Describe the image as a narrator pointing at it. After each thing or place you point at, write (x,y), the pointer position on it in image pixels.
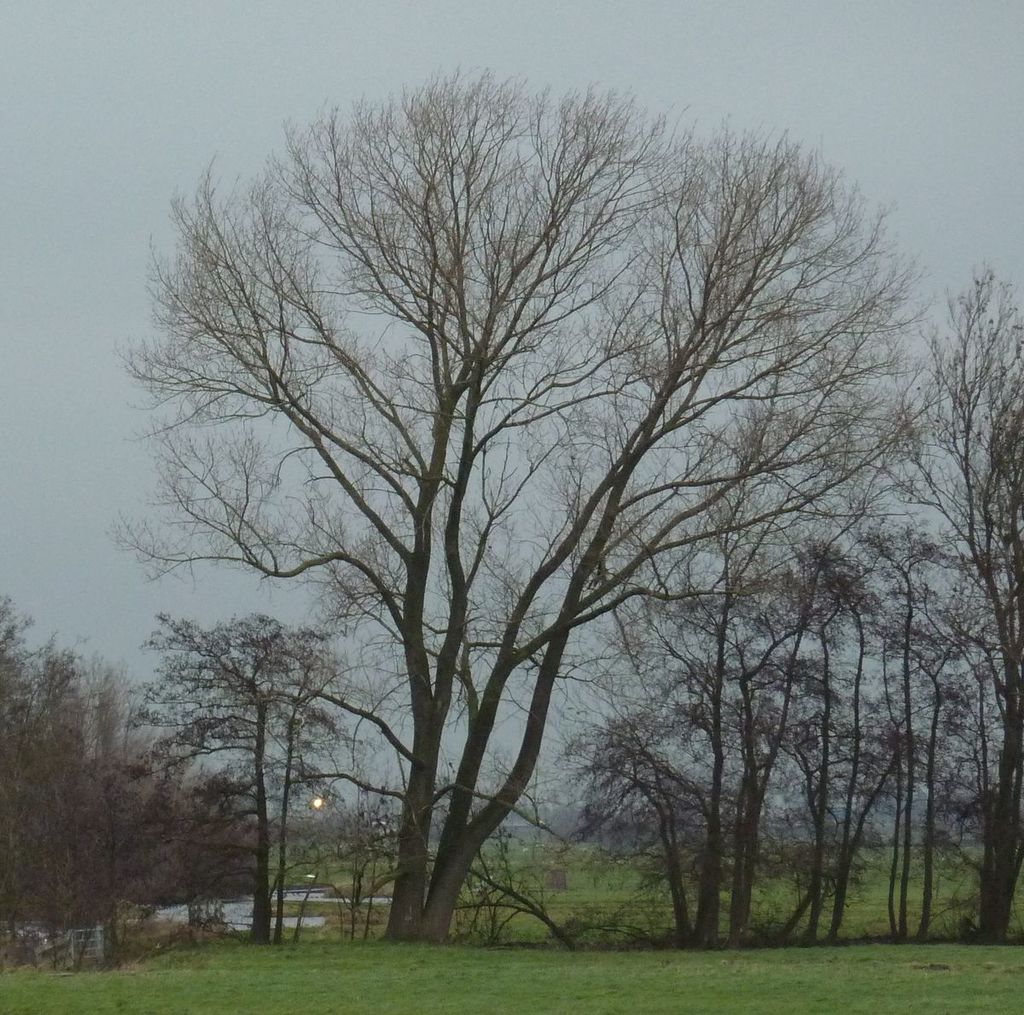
We can see grass (917,988) and trees (744,903). In the background (18,526) we can see sky (159,584).
